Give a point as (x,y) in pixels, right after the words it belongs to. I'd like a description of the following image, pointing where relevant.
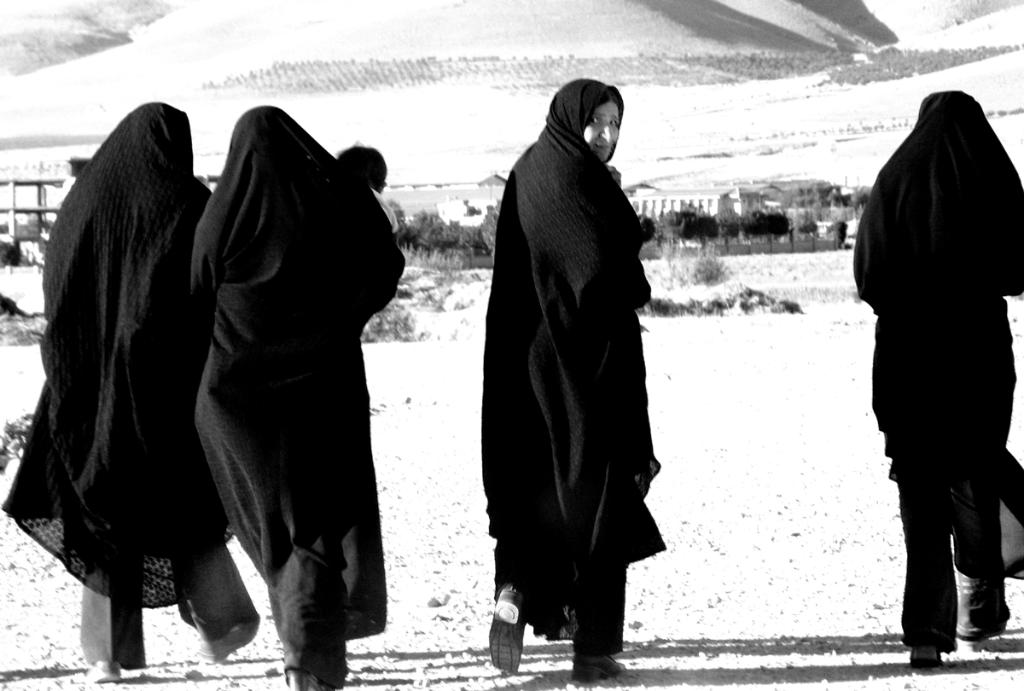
Here in this picture we can see a group of women (490,375) walking on the ground (689,367) over there and we can see all of them are wearing black colored dress (634,443) on them and in front of them in the far we can see plants (394,321) and trees (426,249) present all over there.
